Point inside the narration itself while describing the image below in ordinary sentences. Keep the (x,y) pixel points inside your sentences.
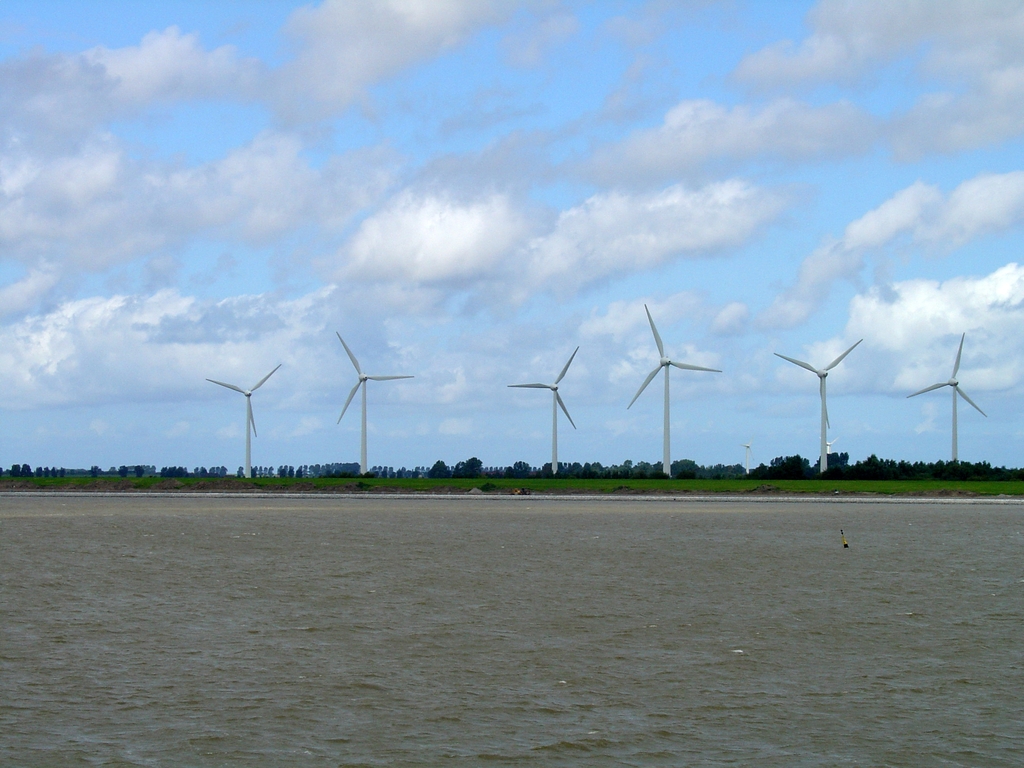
In this image we can see water (289,612) and in the background of the image (839,459) there are some windmills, trees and top of the image (285,108) there is cloudy sky (296,163).
